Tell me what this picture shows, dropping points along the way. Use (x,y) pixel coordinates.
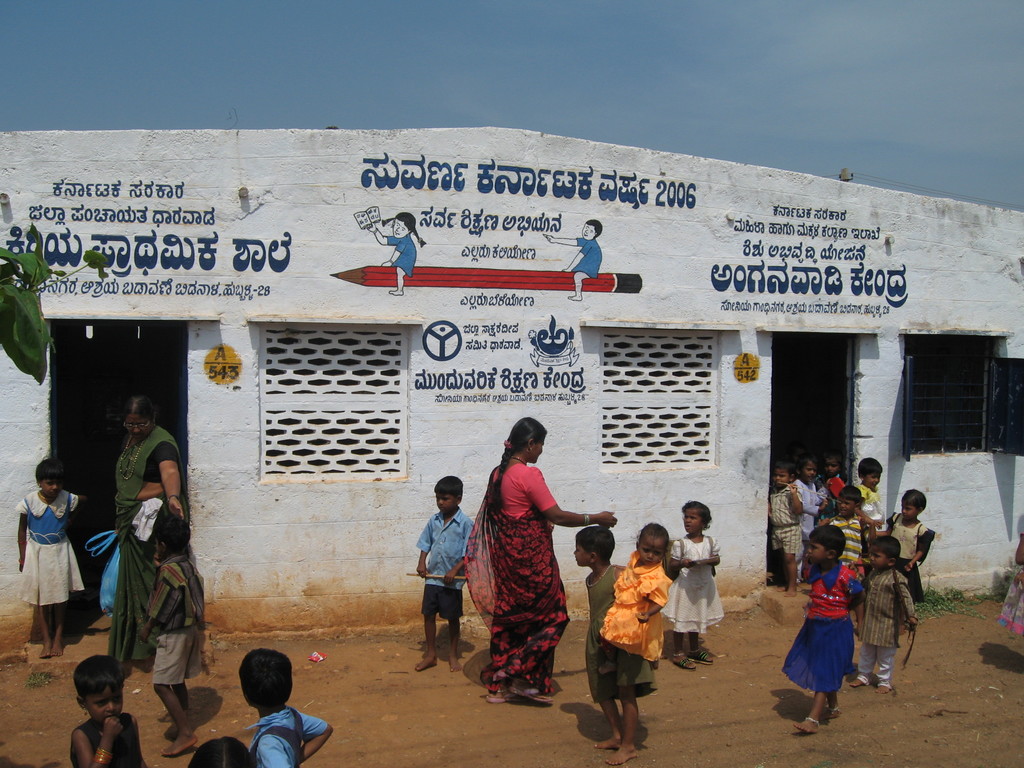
In this picture, we see children (879,616) are coming out of the room (800,428). We see a woman (501,488) in red saree (481,592) is walking. Beside them, we see a building (447,414) in white color. We see some text (423,387) written in different language. This building (425,445) might be a school (421,431). At the top of the picture (512,119), we see the sky (505,121). On the right side (926,372), we see a window (918,438).
